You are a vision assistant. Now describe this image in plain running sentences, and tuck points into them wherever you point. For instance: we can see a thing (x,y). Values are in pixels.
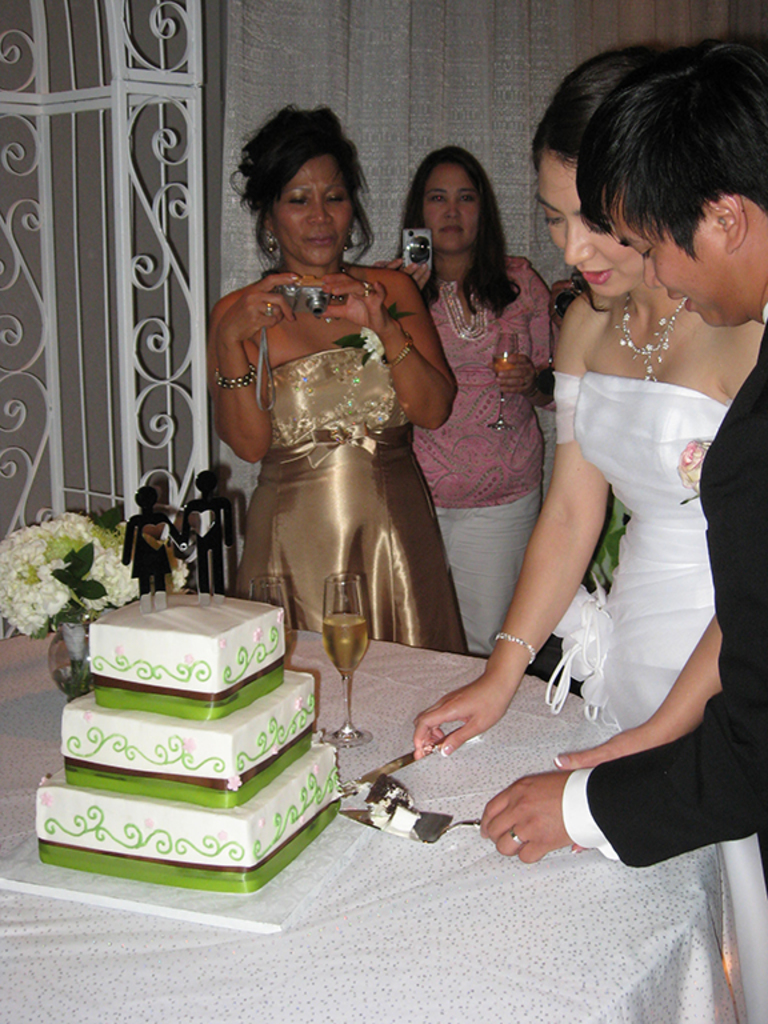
Here we can see four persons (574,656). This is table (539,969). On the table (635,1004) there is a cloth (649,924), cake (279,660), glasses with drink (349,669), and a flower vase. They are holding cameras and she is cutting a cake (222,788). In the background (246,52) we can see a curtain (464,83).
